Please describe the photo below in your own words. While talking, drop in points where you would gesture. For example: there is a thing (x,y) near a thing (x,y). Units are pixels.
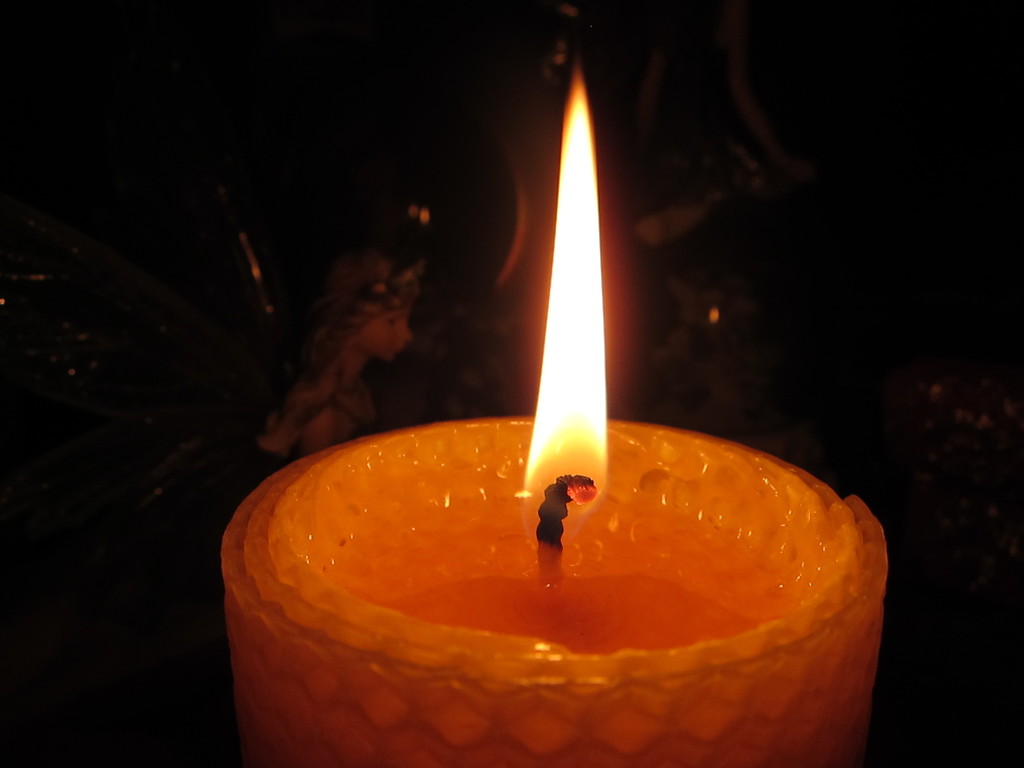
In this image, we can see a candle (458,601) and there is a doll (309,404), there is a dark background (107,169).
